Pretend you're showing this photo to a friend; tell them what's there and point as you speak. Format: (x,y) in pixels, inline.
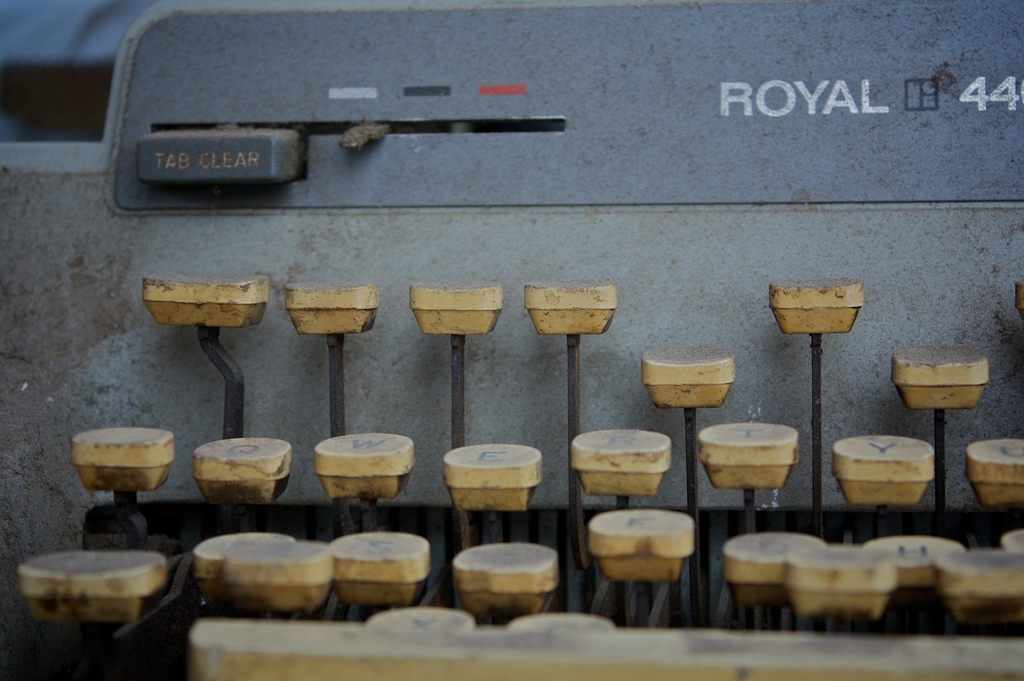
This looks like a typewriter machine (697,223). I think this is a tab clear button (259,170). These are the keys (762,565) with letters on it.
